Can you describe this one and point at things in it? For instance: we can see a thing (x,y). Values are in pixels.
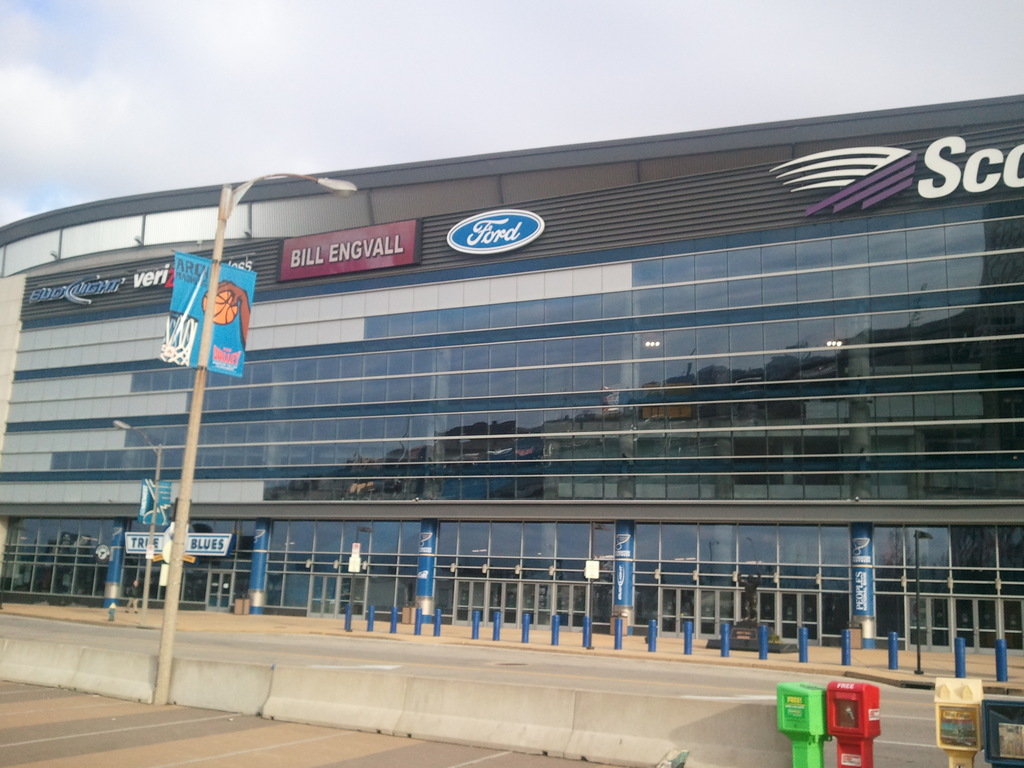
In this picture I can see a building (428,202). I can see poles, boards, lights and some other objects (1016,728), and in the background (501,39) there is the sky (369,43).
